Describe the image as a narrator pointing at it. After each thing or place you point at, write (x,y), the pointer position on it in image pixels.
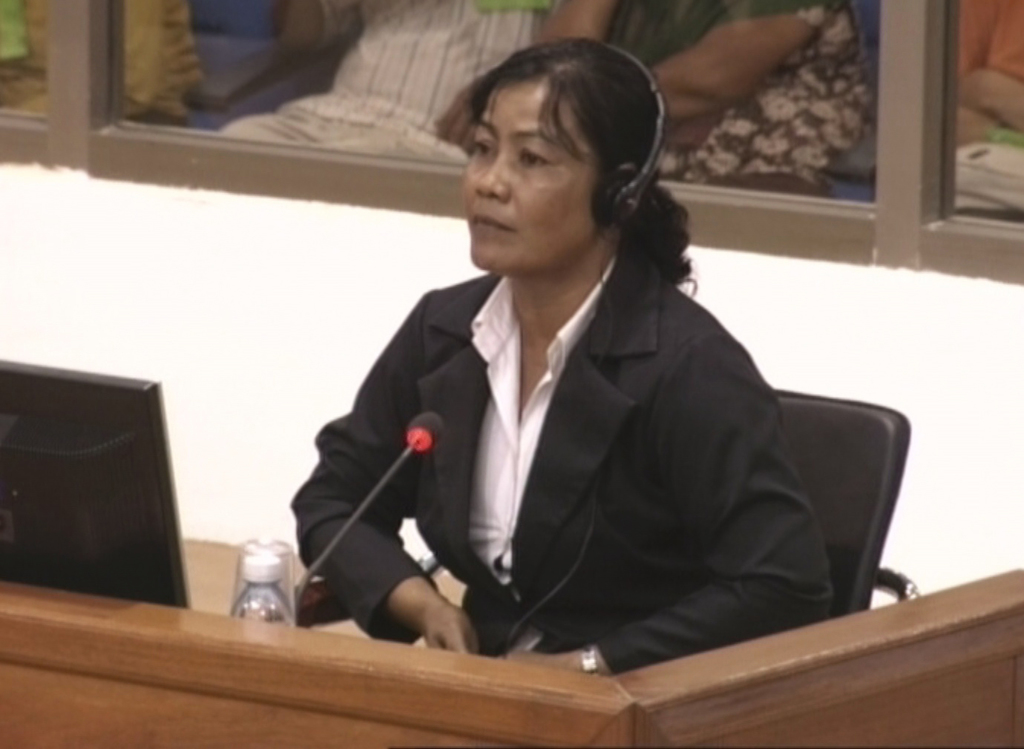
This person (664,584) sitting on the chair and wear headset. We can see microphone (422,430), bottle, glass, monitor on the table (659,682). On the background (855,319) we can see wall (839,318), glass window (873,63), from this glass window (840,61) we can see persons (549,43).
